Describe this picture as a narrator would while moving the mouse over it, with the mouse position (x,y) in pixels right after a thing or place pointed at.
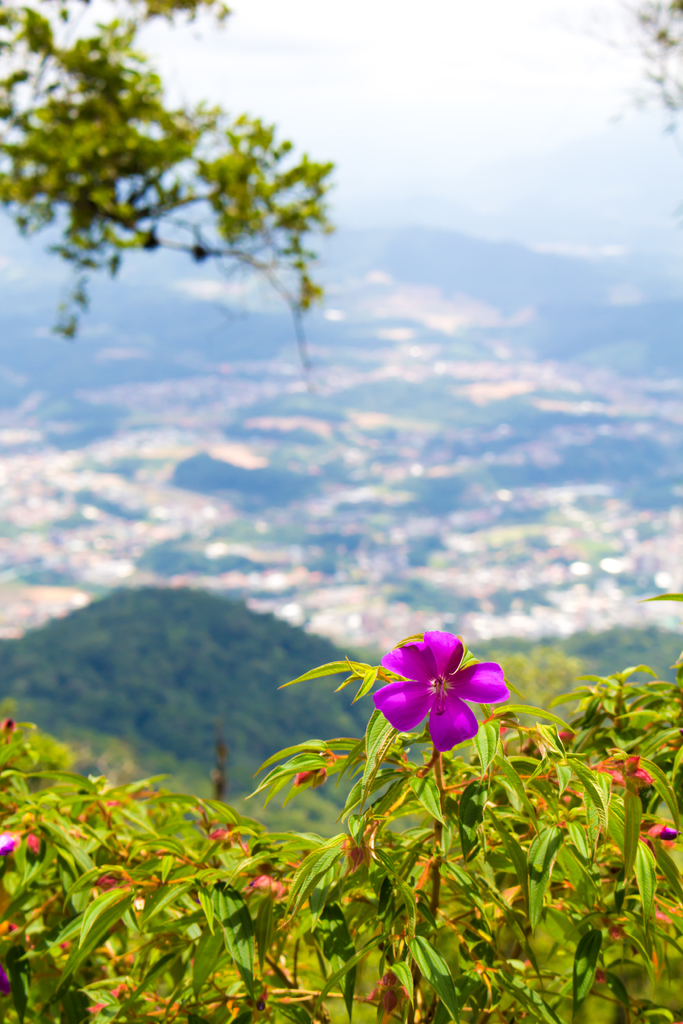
In this image I can see few plants (412,847) and few flowers (460,718) to the plants (517,768) which are pink in color and in the background (367,632) I can see few trees (202,629), the ground (280,510) and the sky (446,135).
